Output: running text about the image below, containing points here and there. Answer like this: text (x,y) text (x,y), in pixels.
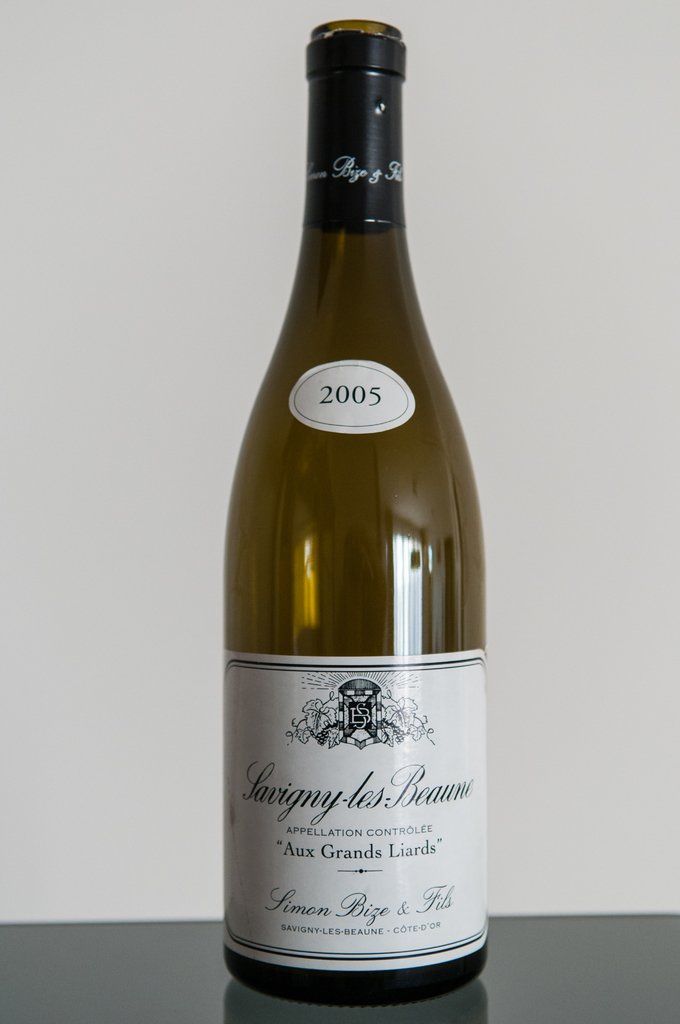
In this image I can see a wine bottle (236,571) with two stickers (320,817) on it. Top sticker (356,432) is having a number 2005 (370,396).
